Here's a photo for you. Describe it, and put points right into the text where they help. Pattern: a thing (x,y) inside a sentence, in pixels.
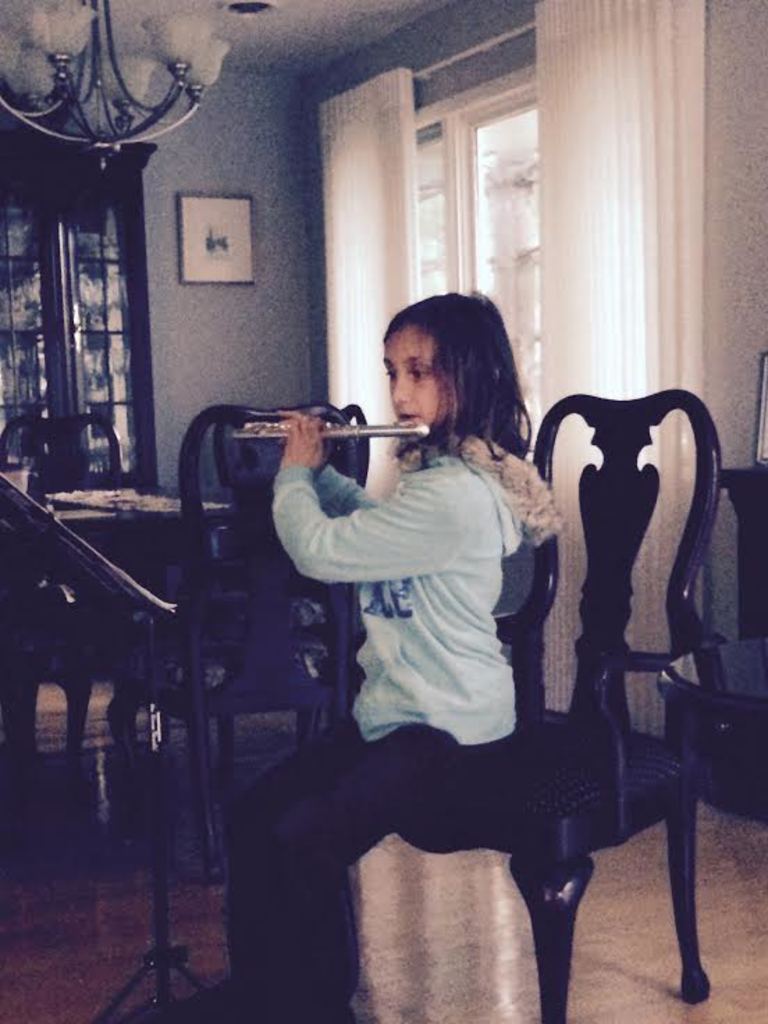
In the image we can see one girl (437,458) sitting on the chair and holding musical instrument (268,430). In the background (222,359) there is a wall (222,359), curtain (587,304), window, photo frame (222,240), table (133,524) and chairs (11,677).
